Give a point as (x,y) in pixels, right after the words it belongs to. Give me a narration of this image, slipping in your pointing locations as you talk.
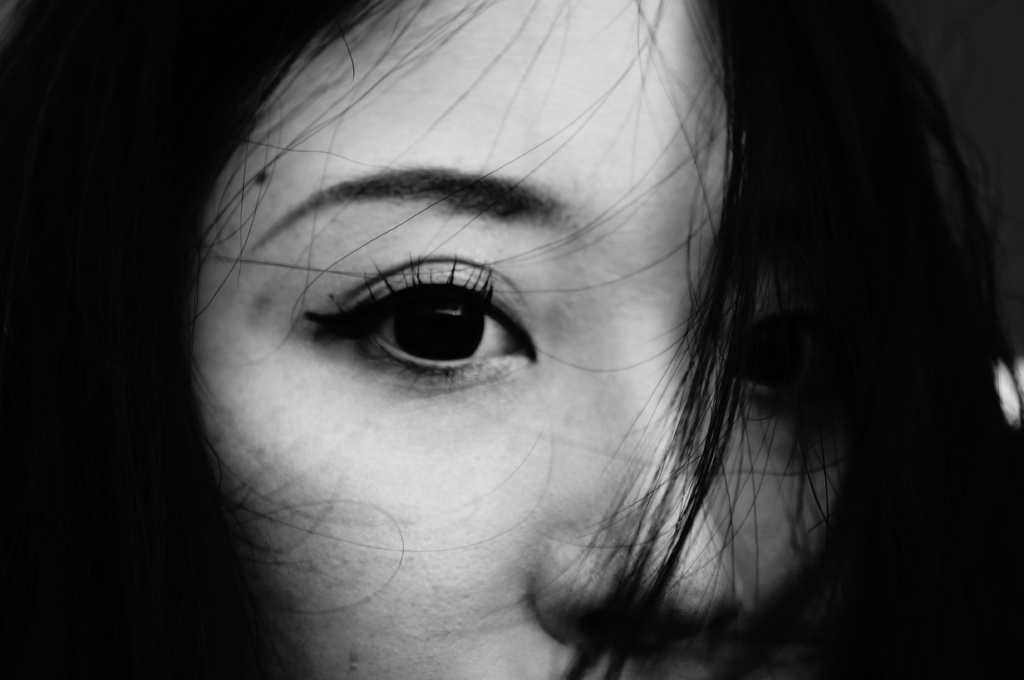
This is a black and white image of a person (394,283).
